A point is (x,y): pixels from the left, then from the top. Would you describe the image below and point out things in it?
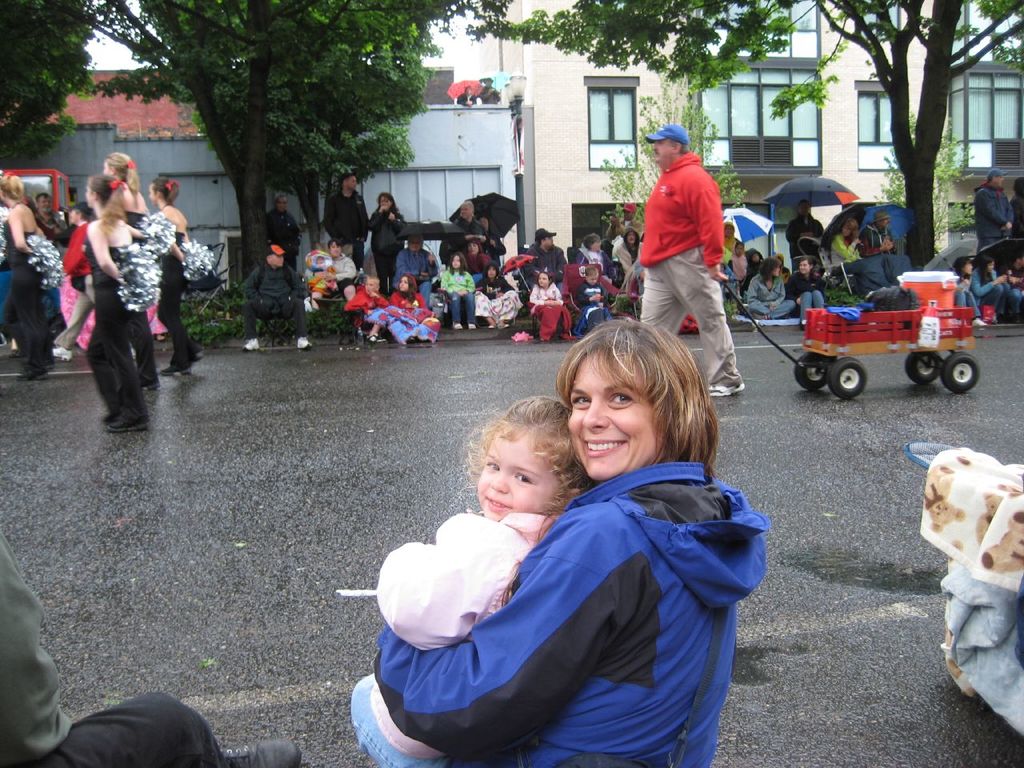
In this image people (618,390) are sitting on either side of the road (355,648), in the middle (677,269) a man (719,323) is walking with a small trolley (895,345), in the background (532,142) there are trees (697,139) and houses (529,46).
